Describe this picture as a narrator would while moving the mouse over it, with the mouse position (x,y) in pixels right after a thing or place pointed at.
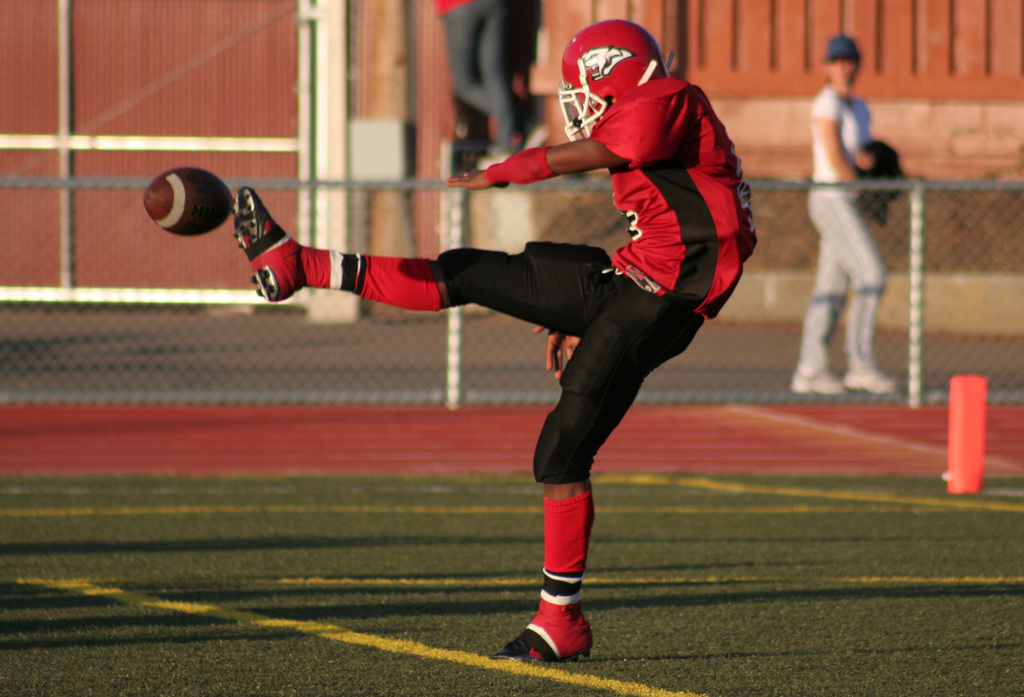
The person (684,227) wearing red dress (673,229) is standing on one of his leg (565,574) and another leg (441,268) is in air and there is rugby ball (221,213) in front of him and the ground (306,595) is greenery (351,639) and there are two persons (491,55) and a fence (380,219) in the background (304,212).
